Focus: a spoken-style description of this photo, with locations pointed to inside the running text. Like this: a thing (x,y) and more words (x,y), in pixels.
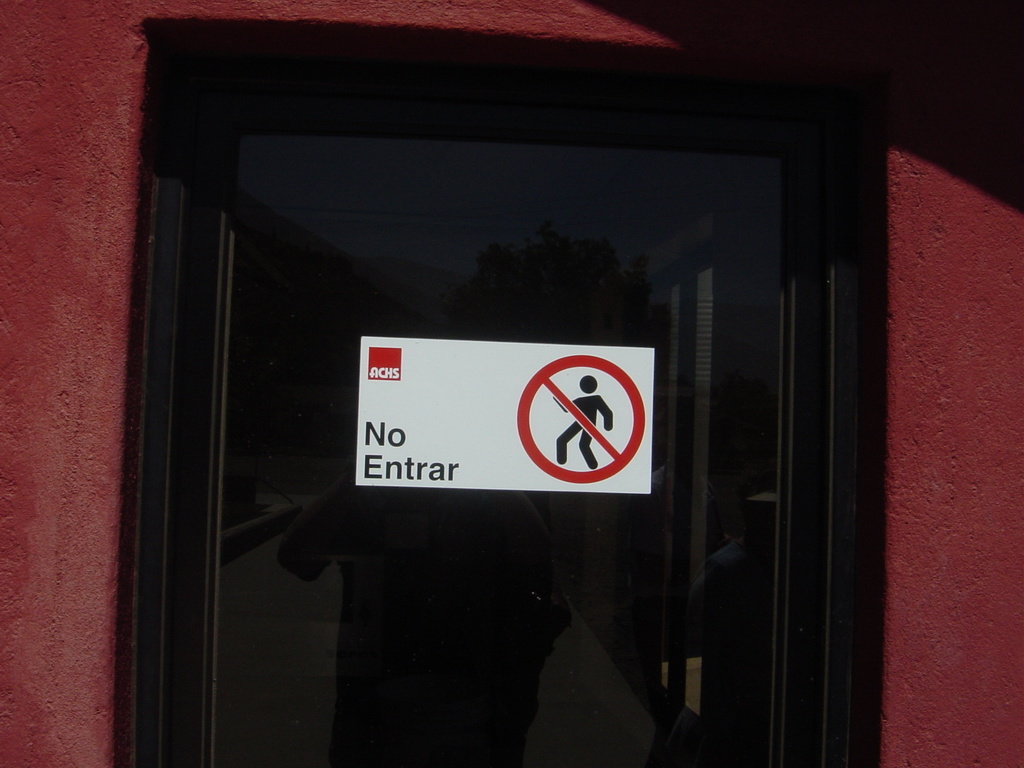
In this image I see a black thing (846,294) on which there is a sticker (363,476) and I see few words (382,469) and a sign (605,376) over here and this thing (745,127) is on a maroon color surface (473,23).
